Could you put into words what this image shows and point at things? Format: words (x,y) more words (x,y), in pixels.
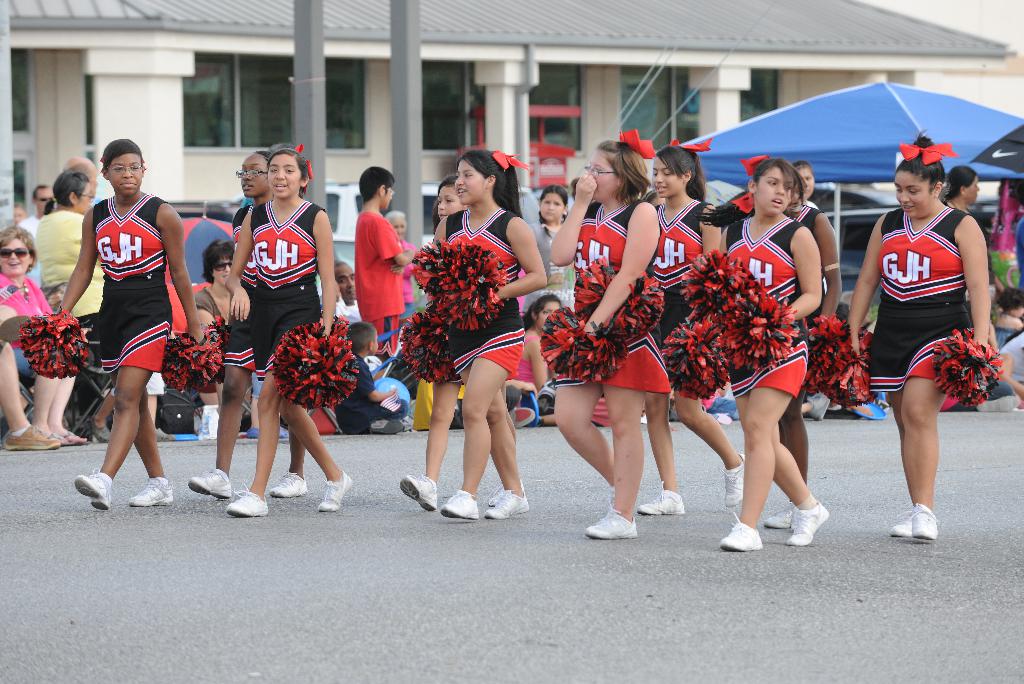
In this image we can see these girls (273,378) wearing black and red dresses (486,223) and shoes (101,489) are holding pom pom cheers (694,300) and walking on the road (950,416). The background of the image (951,124) is slightly blurred, where we can see a few more people (61,194) sitting on the road (46,472), we can see tent (884,126) here and a building (69,68).
